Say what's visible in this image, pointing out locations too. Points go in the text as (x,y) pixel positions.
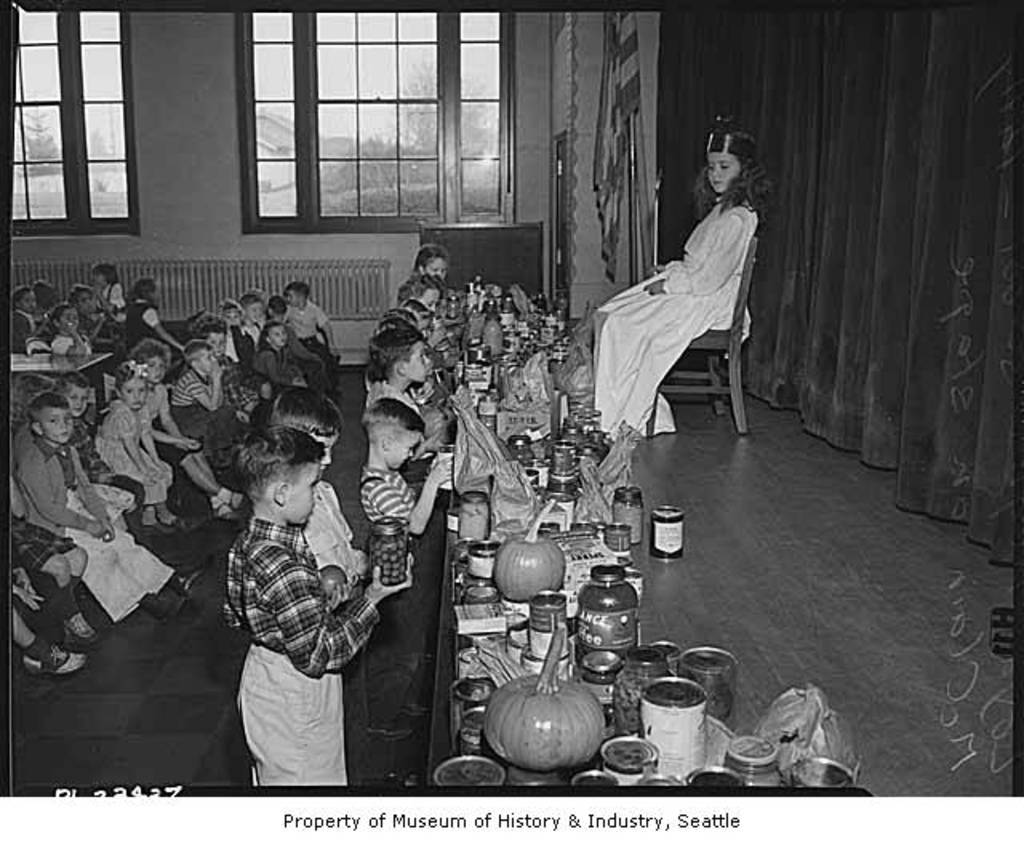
In this black and white image, we can see some kids (319,328) in front of the table (457,519). This table (476,565) contains pumpkins (525,587), bottles (624,638) and containers (599,579). There is an another kid (727,184) in the middle of the image (668,306) sitting on the chair (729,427). There are curtains (763,337) in the top right of the image (893,135). There is a flag (633,71) at the top of the image (637,41). There are windows (281,23) in the top left of the image (298,64). There is a text (723,823) at the bottom of the image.
